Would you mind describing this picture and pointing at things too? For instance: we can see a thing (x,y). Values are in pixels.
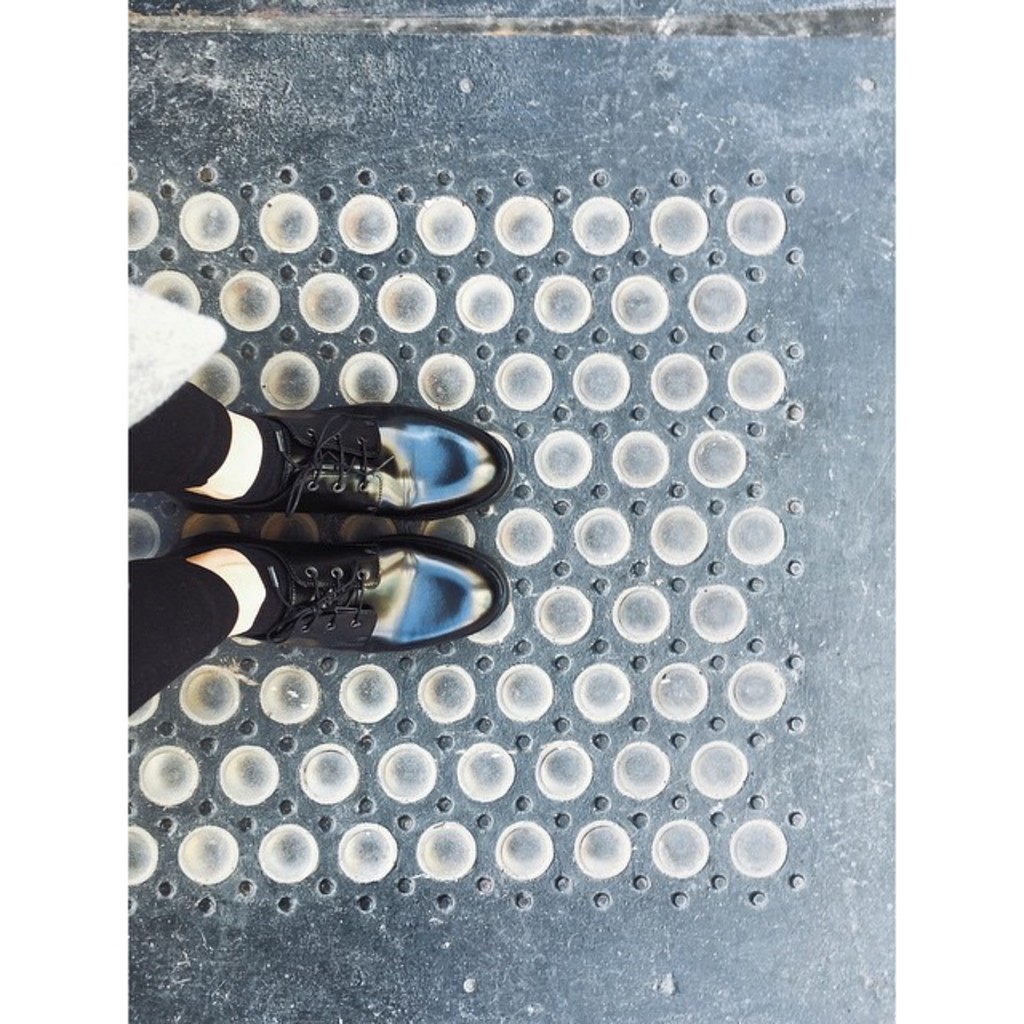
In this image I can see legs (227,415) of a person (204,484). I can see this person (255,434) is wearing black colour pant (197,454), black socks (272,472) and black shoes (287,481). I can also see number of round things (494,314) on the ground (580,768).
